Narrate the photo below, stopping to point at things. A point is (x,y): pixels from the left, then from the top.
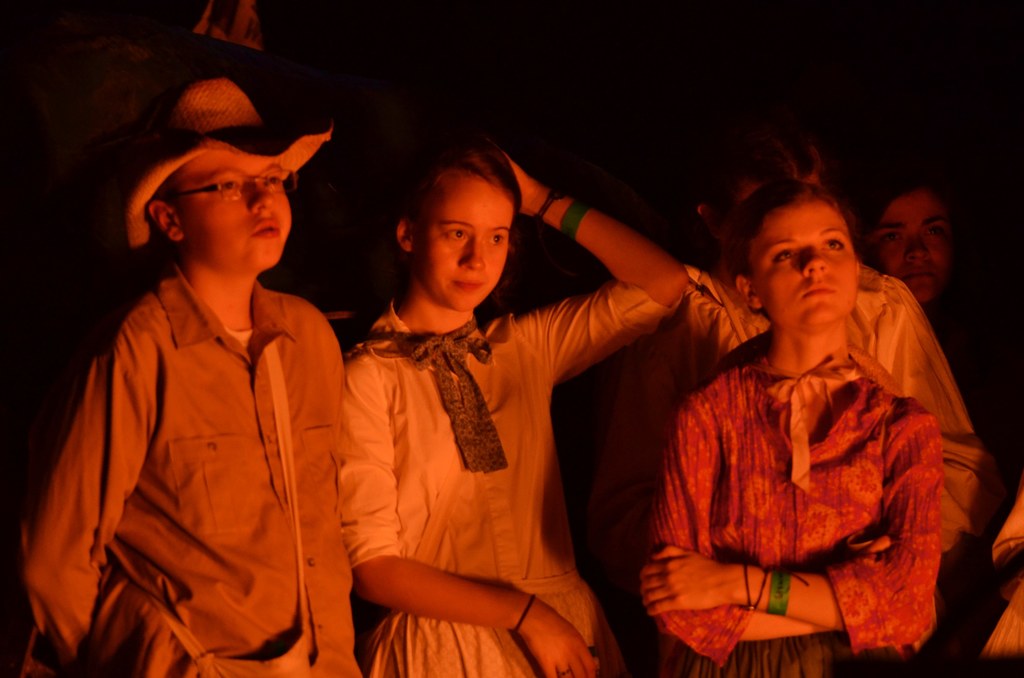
In this image we can see this person (299,374) wearing shirt (258,470), spectacles (204,192) and hat (235,92) and these people (712,407) are standing here. The background of the image (24,63) is dark.
